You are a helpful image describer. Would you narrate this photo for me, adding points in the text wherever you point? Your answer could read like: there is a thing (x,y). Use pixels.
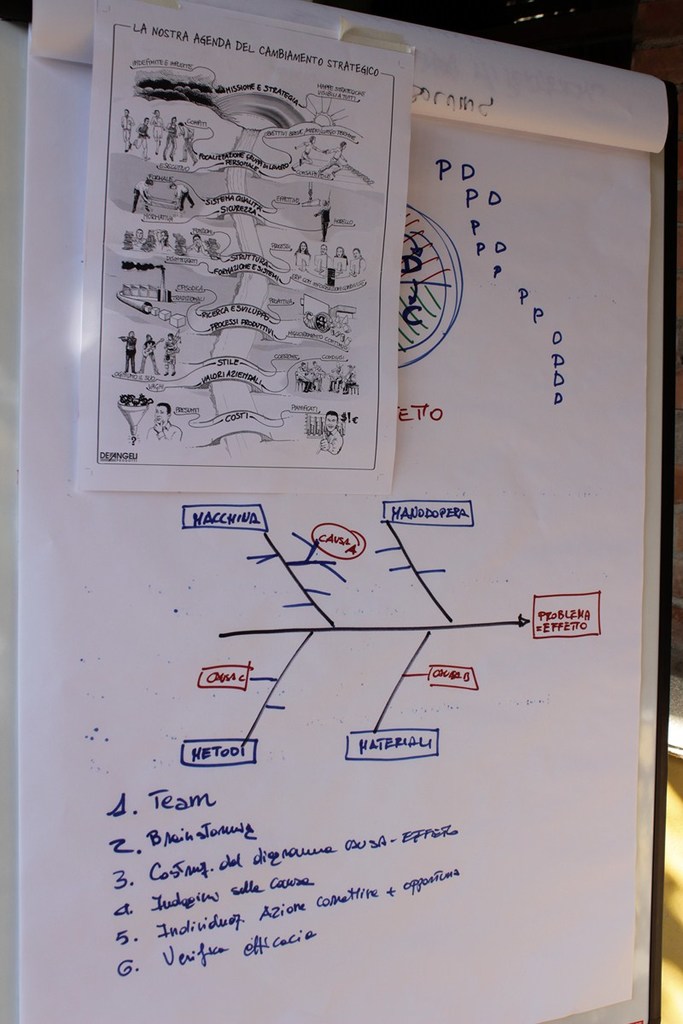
In this image there is a board (21,43) to the board (26,34) some sheets (21,401) are attached, on that sheet (581,514) there are some pictures (267,591) and to that sheet (406,492) a small paper (111,24) is attached.
